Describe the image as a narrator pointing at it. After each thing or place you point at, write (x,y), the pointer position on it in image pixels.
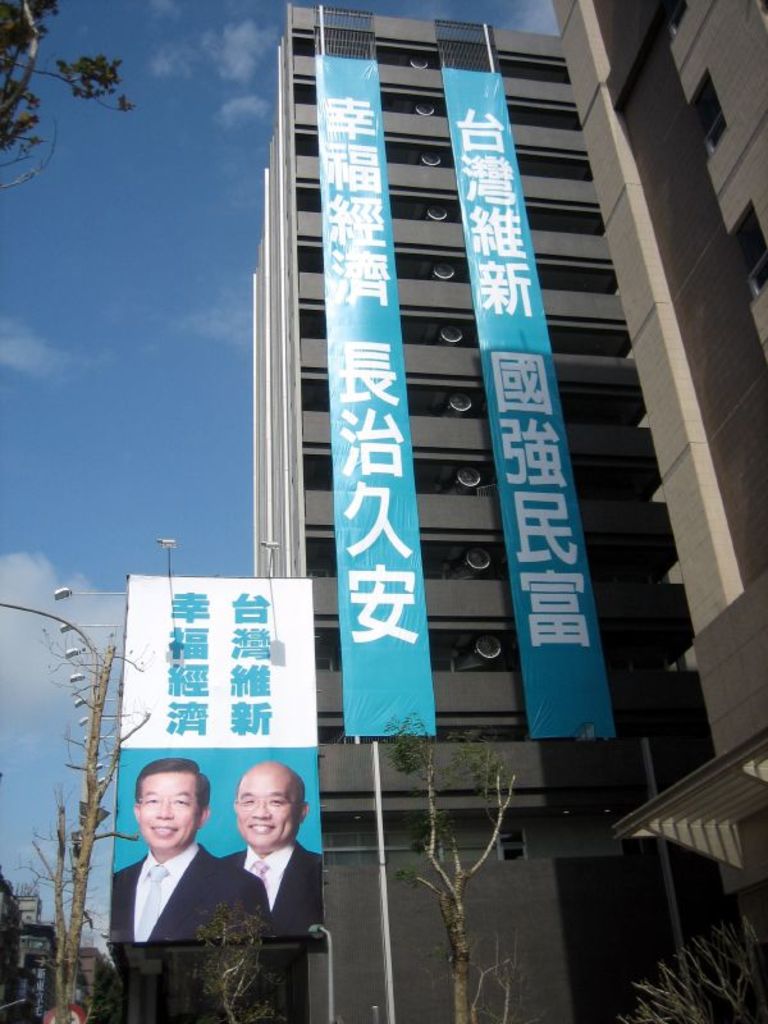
In this image there are buildings (312,524) and we can see boards (166,752). In the background (114,559) there are poles (89,702), trees (99,677) and sky (144,503).
